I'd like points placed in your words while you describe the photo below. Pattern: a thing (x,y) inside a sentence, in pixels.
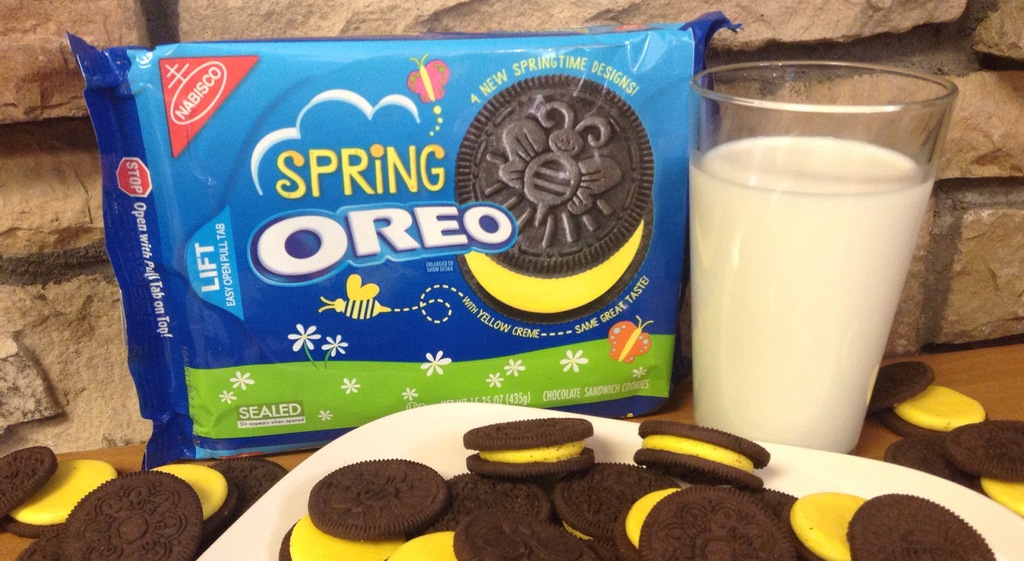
In this picture I can see the biscuits (523,440) in the plates (534,456). I can see the glass (777,221).
